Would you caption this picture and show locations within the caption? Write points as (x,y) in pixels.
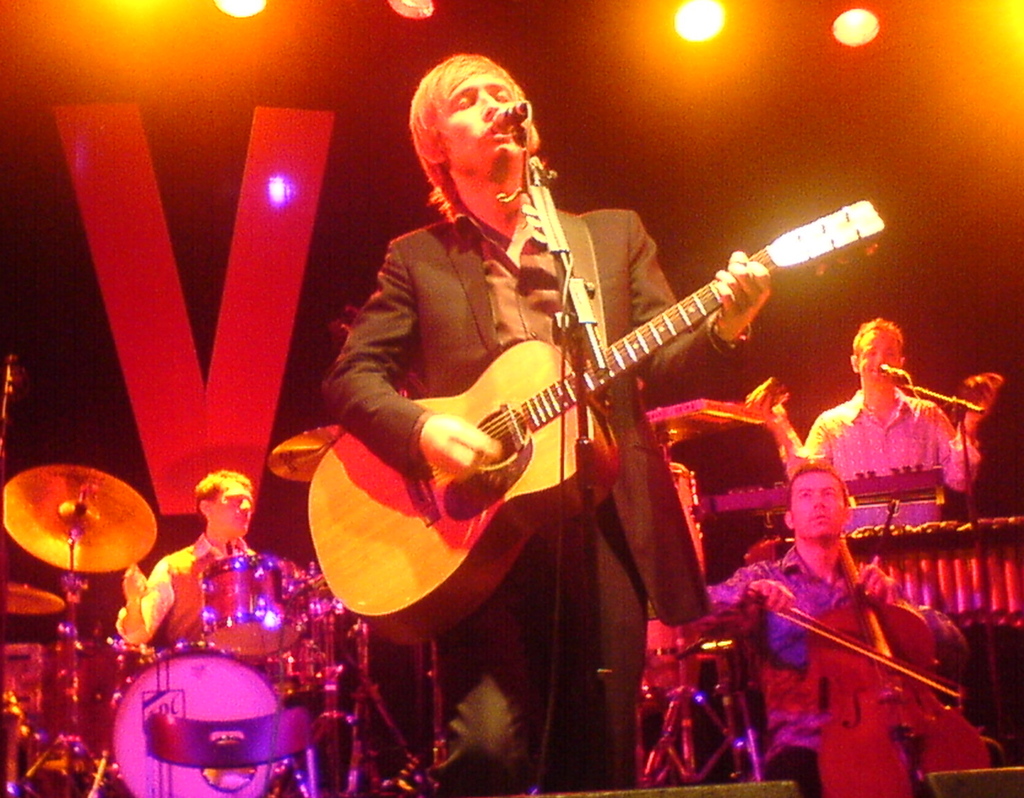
In the picture there are few musicians (729,587) and singers (741,326). The man (234,529) to the left corner (228,519) is playing drums (205,608). The man (890,410) to the right corner (879,410) is singing and in front of him there is microphone (906,373). The man (811,555) beside him is playing cello (813,678). The man (610,511) in the center (624,482) is playing guitar (510,426) as well as singing. In the background (227,149) there is wall (204,158) and V (198,397) written on it. At top of the image (237,3) there are spot lights (836,24).
